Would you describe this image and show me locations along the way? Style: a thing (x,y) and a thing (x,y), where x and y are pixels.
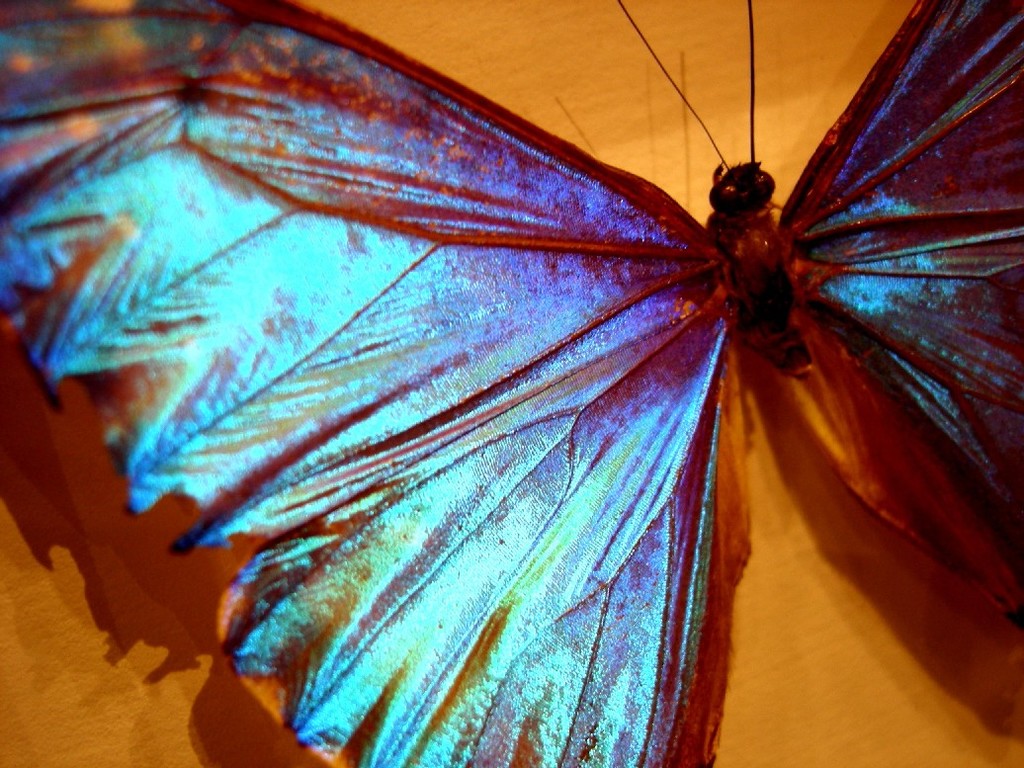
In this picture we can see an insect (848,193). In the background of the image (720,68) it is brown.
